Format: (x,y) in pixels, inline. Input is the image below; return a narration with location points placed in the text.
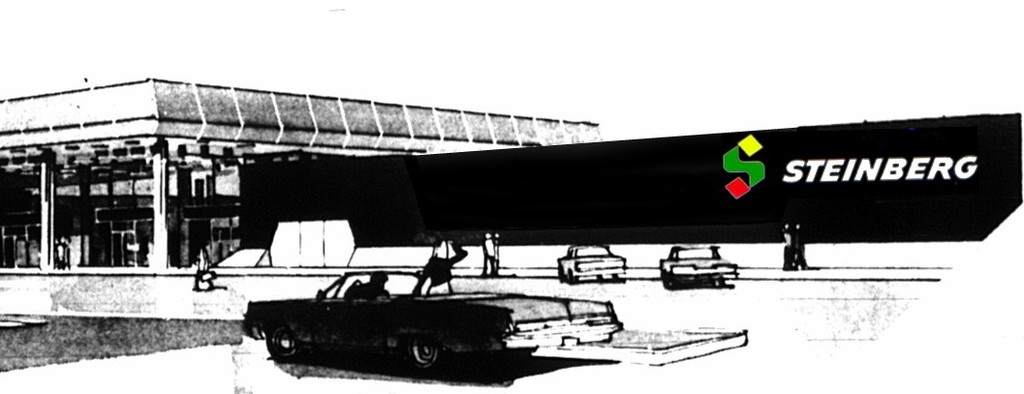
This picture is in black and white. In this picture, there is a sketch (536,250). At the bottom (385,344), there is a car (388,344), before it there are people (488,257). Towards the right (759,152), there is some text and a symbol (753,141) with colors. Towards the left (151,155), there is a building (290,172).
